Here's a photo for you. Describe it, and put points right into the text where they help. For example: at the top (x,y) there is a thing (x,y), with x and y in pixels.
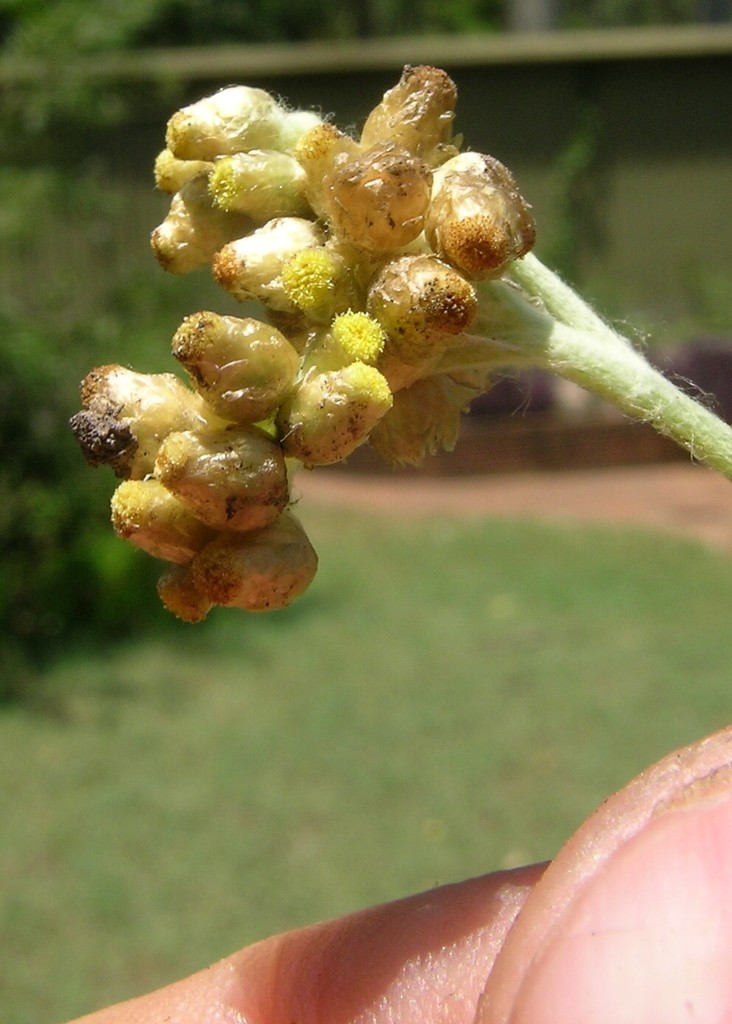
As we can see in the image, there is a plant (356,260) with yellow color bud (282,274) and the background (82,299) is blurry.
